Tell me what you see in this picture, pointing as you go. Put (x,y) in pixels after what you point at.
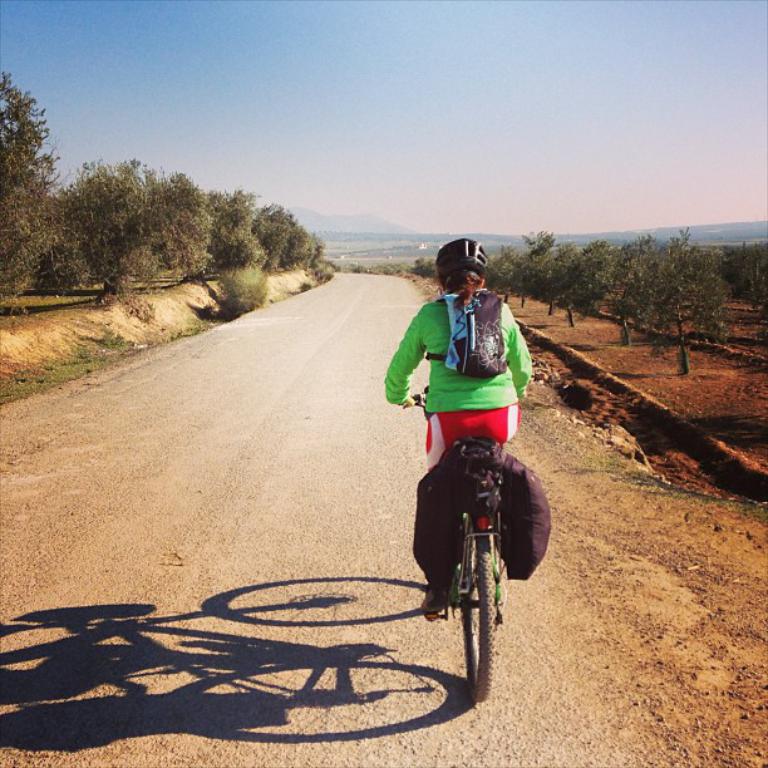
In this image we can see a girl (522,338) riding a bicycle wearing a helmet (464,261). There is road (331,329). To the both sides of the image there are trees (139,231). At the top of the image (187,93) there is sky (340,98).
